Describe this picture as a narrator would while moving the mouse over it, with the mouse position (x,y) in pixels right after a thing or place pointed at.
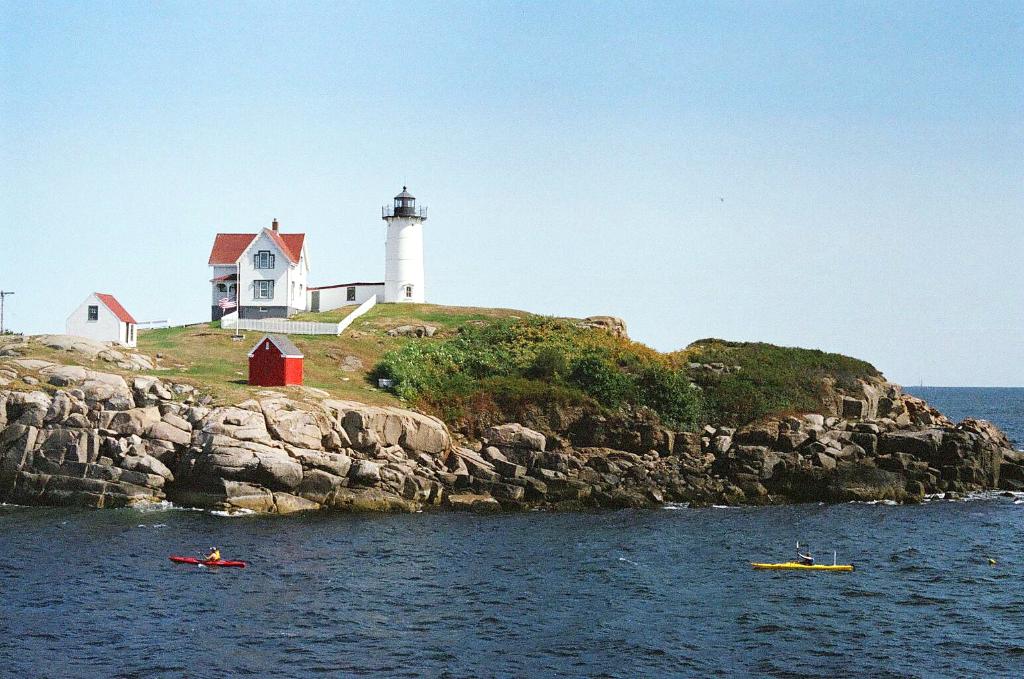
In this image at the bottom (516,570) there is water (880,564), in that water (921,579) there are two boats (802,568) and in the background (464,461) there are some rocks (90,459), grass (841,383), plants (386,363) and house (316,288) and at the top of the image (365,160) there is sky (518,170).
